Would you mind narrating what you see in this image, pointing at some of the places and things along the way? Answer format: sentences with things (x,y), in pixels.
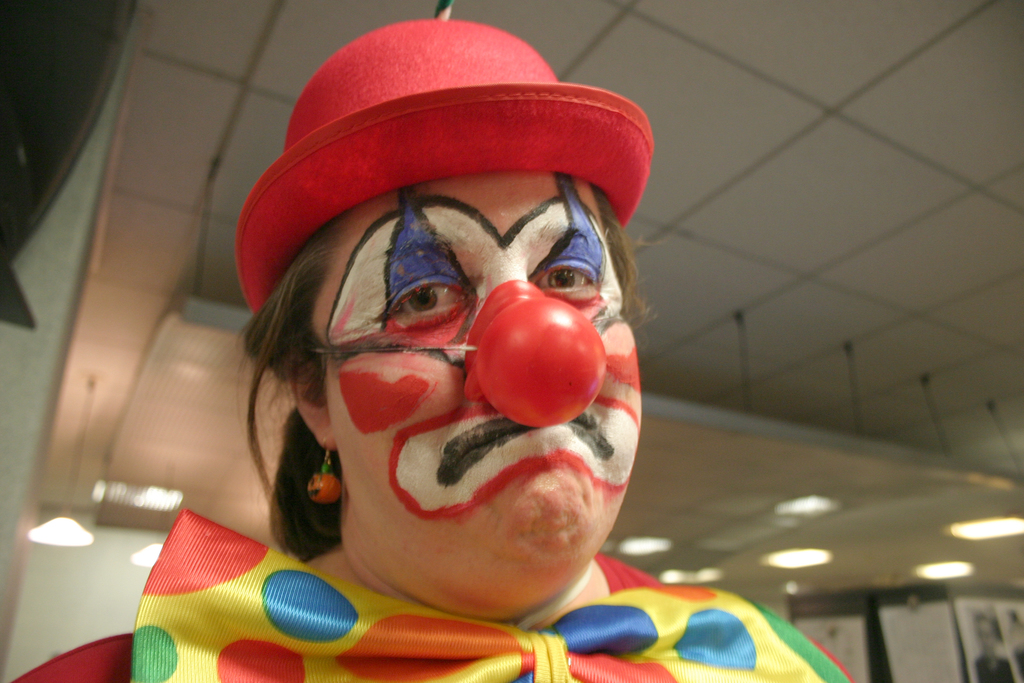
In this image we can see a person (343,543) with face paint (624,418) and wearing red color hat (419,90), earring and a different costume (583,672). The background of the image (963,629) is slightly blurred, where we can see posters (930,610) on the wall (889,639) and lights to the ceiling (857,217).
